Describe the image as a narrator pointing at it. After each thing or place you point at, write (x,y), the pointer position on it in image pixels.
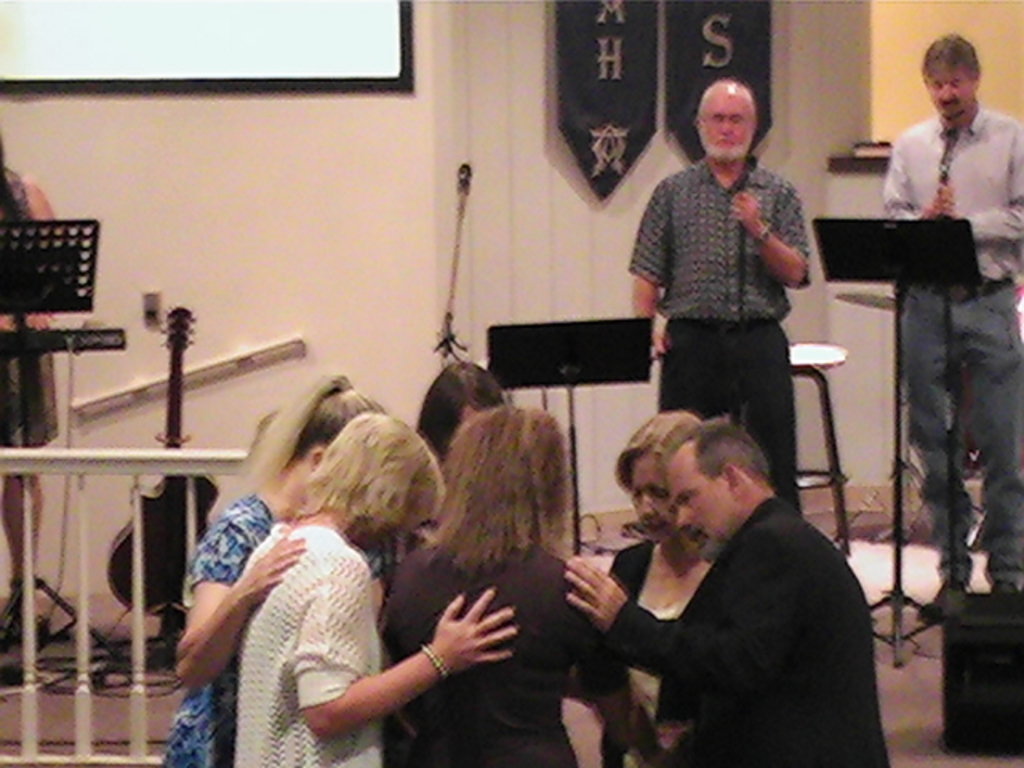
In this image we can see persons (388,595) standing on the floor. In the background (87,208) we can see musical instruments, lecterns (895,264), mics (468,178), walls (373,260), iron grill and wall hangings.
